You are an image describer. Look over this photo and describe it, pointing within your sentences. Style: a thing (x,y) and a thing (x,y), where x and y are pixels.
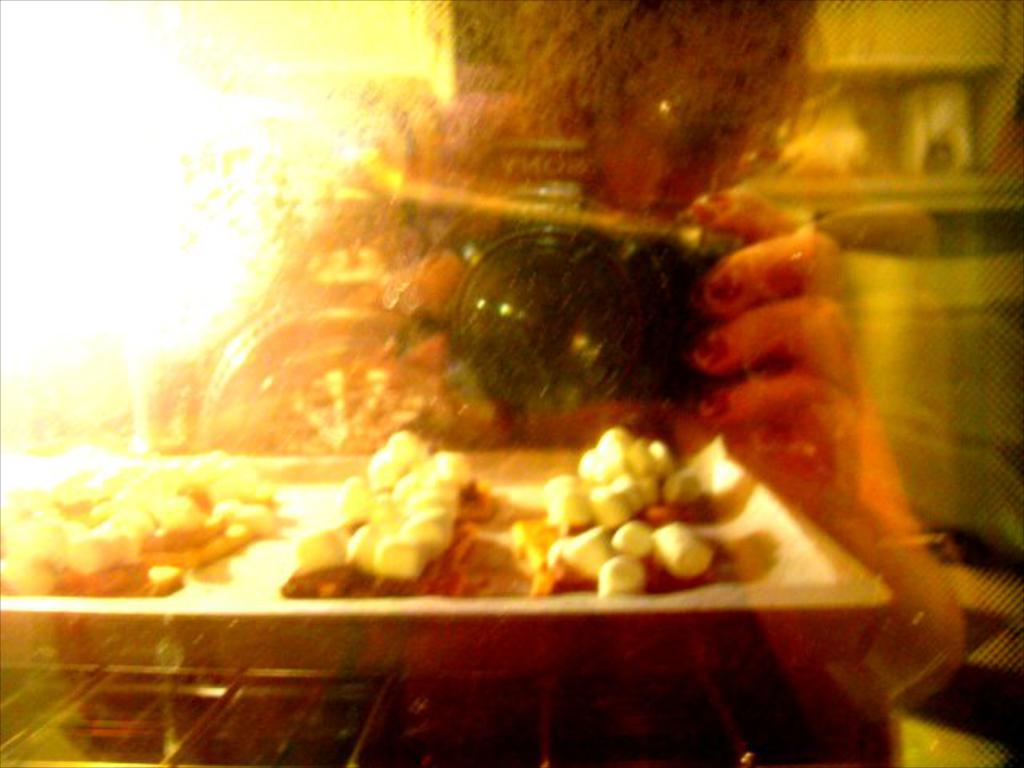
Here I can see a glass (492,640). At the back of it there is a tray (514,457) having some food items (194,506) on it and also I can see a person's hand (749,292) is holding a camera (574,296). The background (921,87) is blurred.
